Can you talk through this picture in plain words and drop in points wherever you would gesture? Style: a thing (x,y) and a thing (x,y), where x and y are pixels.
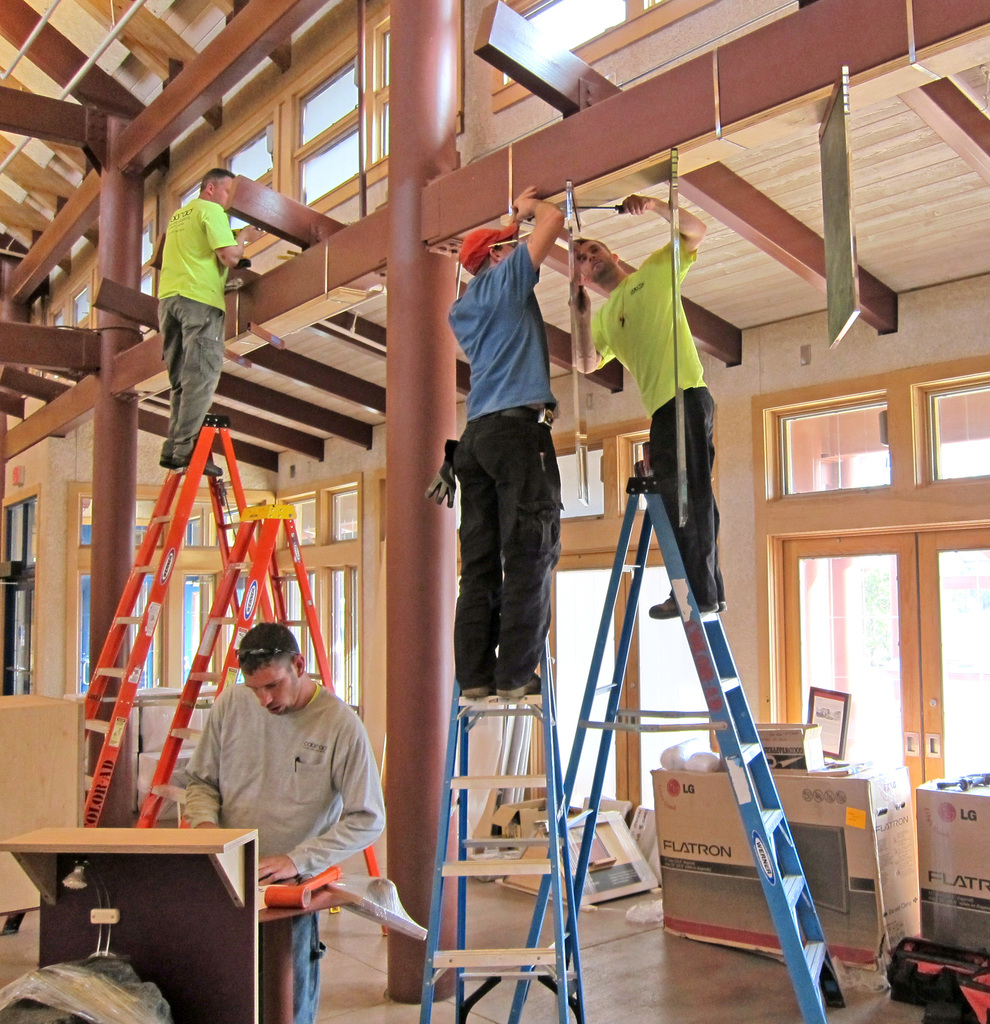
In this image we can see people (306,843), table (291,978), ladders (578,998), floor (595,945), carton boxes (826,925), doors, poles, roof (314,454), and other objects (61,1020).
